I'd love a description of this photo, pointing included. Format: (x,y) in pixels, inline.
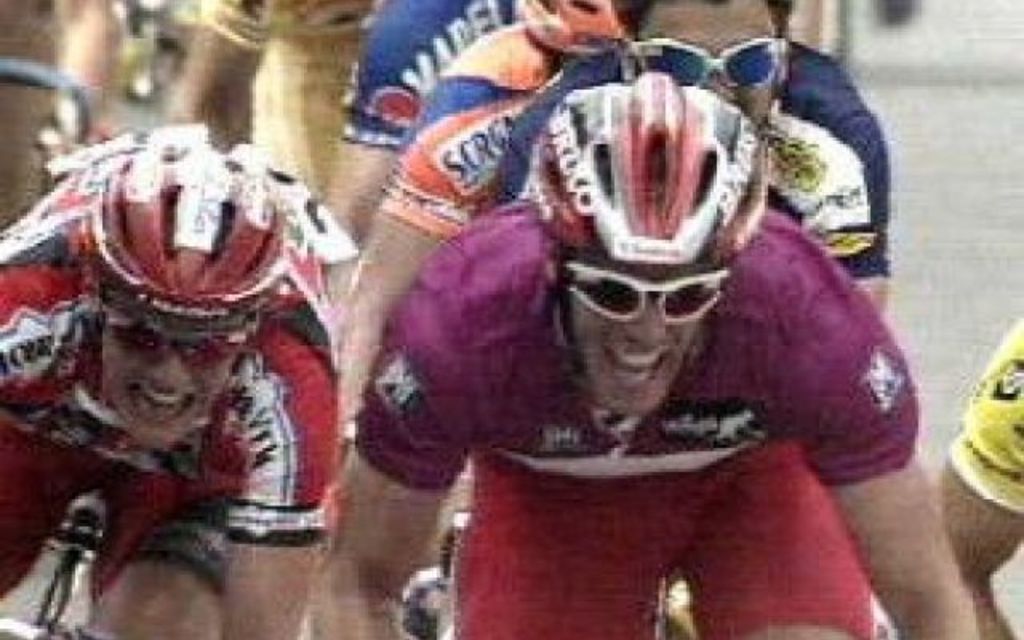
In this image I can see few people (382,392) wearing t-shirts (502,343) and helmets (659,178) on their heads (153,436). It seems to be they are riding the bicycles (87,525).
